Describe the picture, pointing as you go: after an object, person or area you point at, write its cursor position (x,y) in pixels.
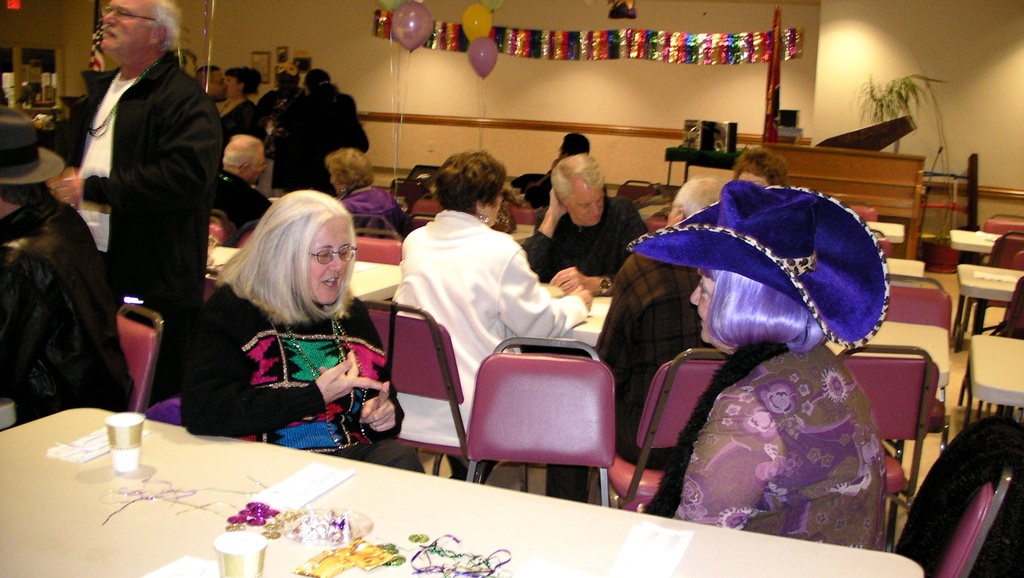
In this image there are people (818,433) sitting on chairs (362,259), and there are tables (182,475), on one table (154,458) there are cups (230,537), papers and other items (326,532) and few persons (213,162) are standing, in the background (972,28) there is a wall (997,163) on that wall (752,23) there is a banner (640,56) and balloons (486,12).
